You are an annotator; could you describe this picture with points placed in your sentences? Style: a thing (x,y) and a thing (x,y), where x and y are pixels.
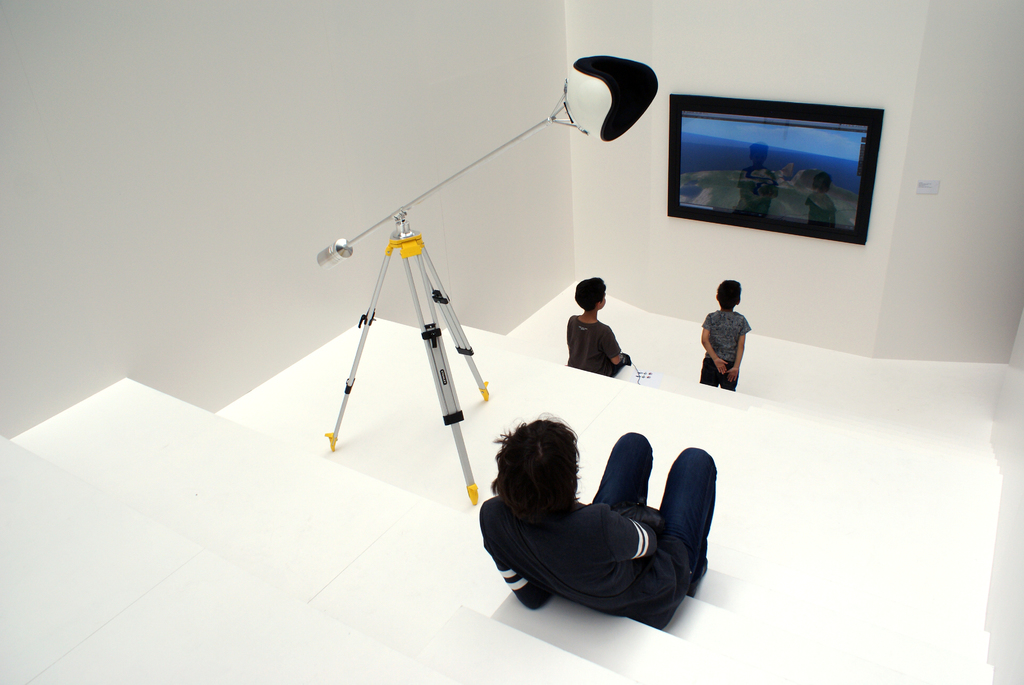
In the foreground of this image (536,537), there is a person (652,580) sitting on the white stairs (660,663) and also we can see an object (404,205) to the stand (414,300), a boy (586,339) sitting, a boy (730,357) standing and also a screen (869,137) on the wall (903,87).
